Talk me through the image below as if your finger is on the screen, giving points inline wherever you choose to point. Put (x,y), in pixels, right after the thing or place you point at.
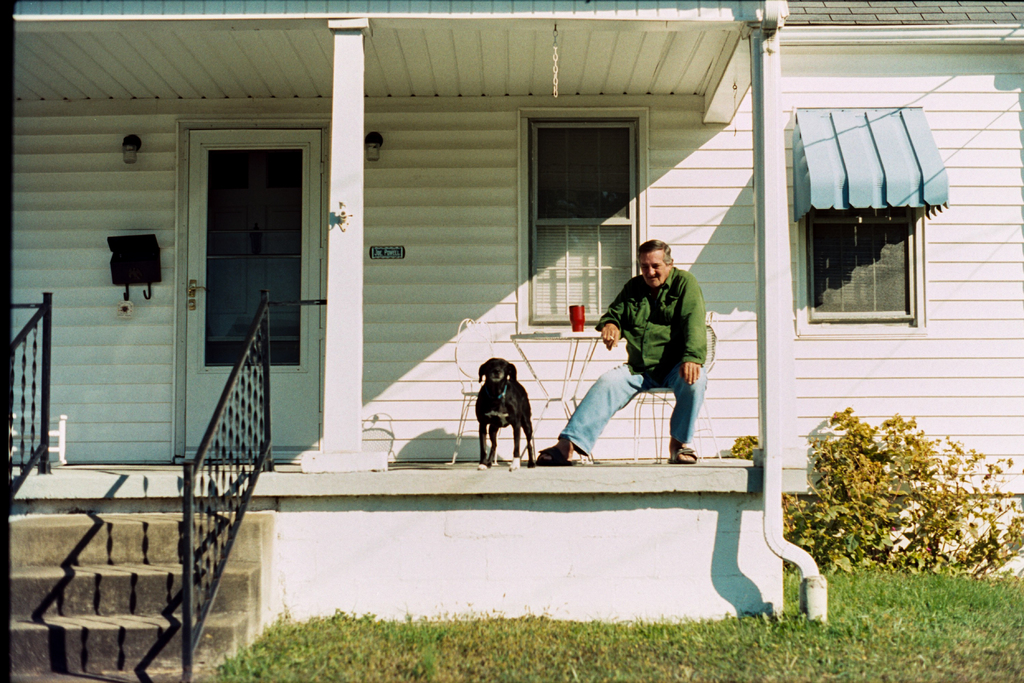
In the foreground of this picture (128,592), there is a grass (443,647) and stairs (117,571) and can also see the house (593,65) and outside of the house (563,417), there is a chair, a man (635,359) sitting on the chair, a glass (578,323) on the table (516,335) and a dog (511,388). On the right side (875,523), there is a tree (910,499) and the grass (426,652).
